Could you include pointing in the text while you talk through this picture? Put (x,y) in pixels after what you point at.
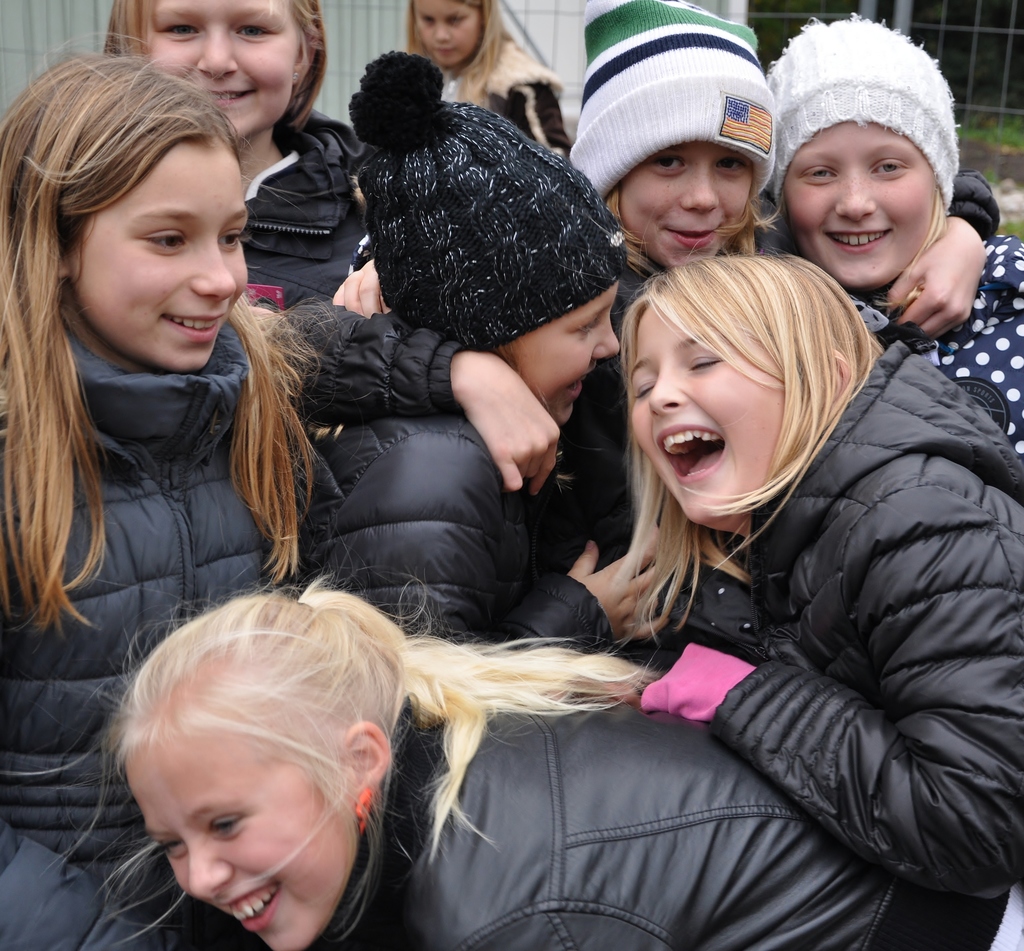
There are group of children (781,71) in different color dresses (134,428), gathered and smiling. In the background (481,48), there is a person (524,95) who is standing and there are other objects (33,31).
